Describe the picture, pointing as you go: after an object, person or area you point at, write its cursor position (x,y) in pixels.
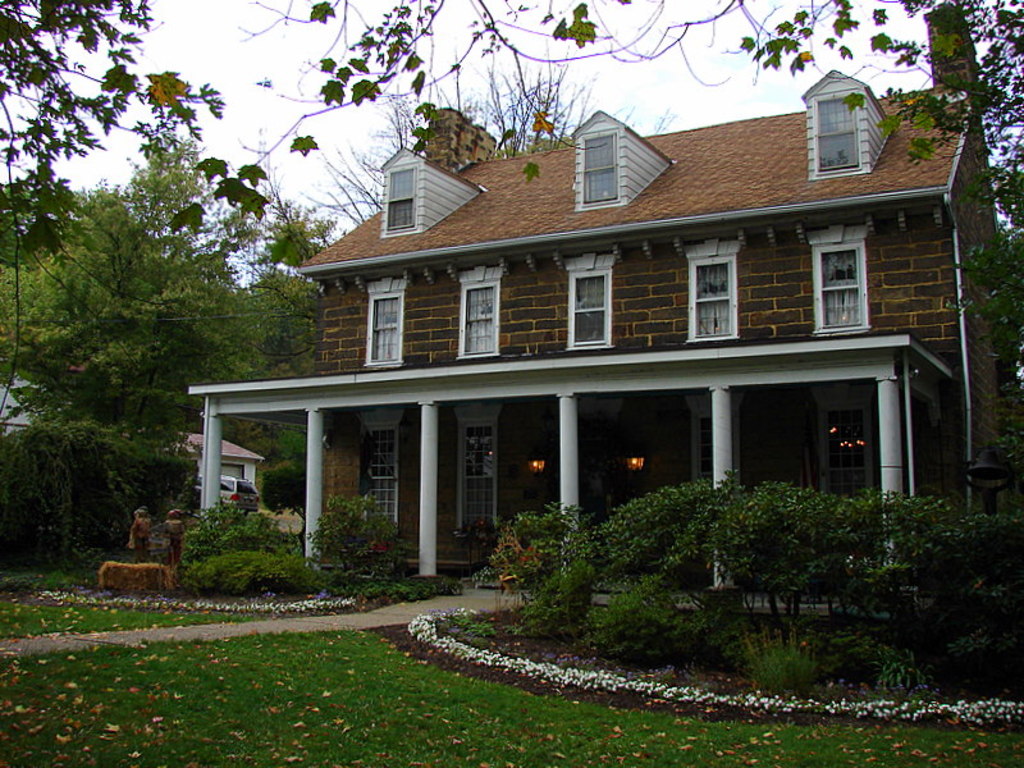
In this picture we can observe a building (561,342) which is in brown color. There are some windows (471,331). There is some grass (317,699) on the ground (221,646). There are some plants (218,552) and trees (59,181). In the background (456,83) there is a sky (511,58).
